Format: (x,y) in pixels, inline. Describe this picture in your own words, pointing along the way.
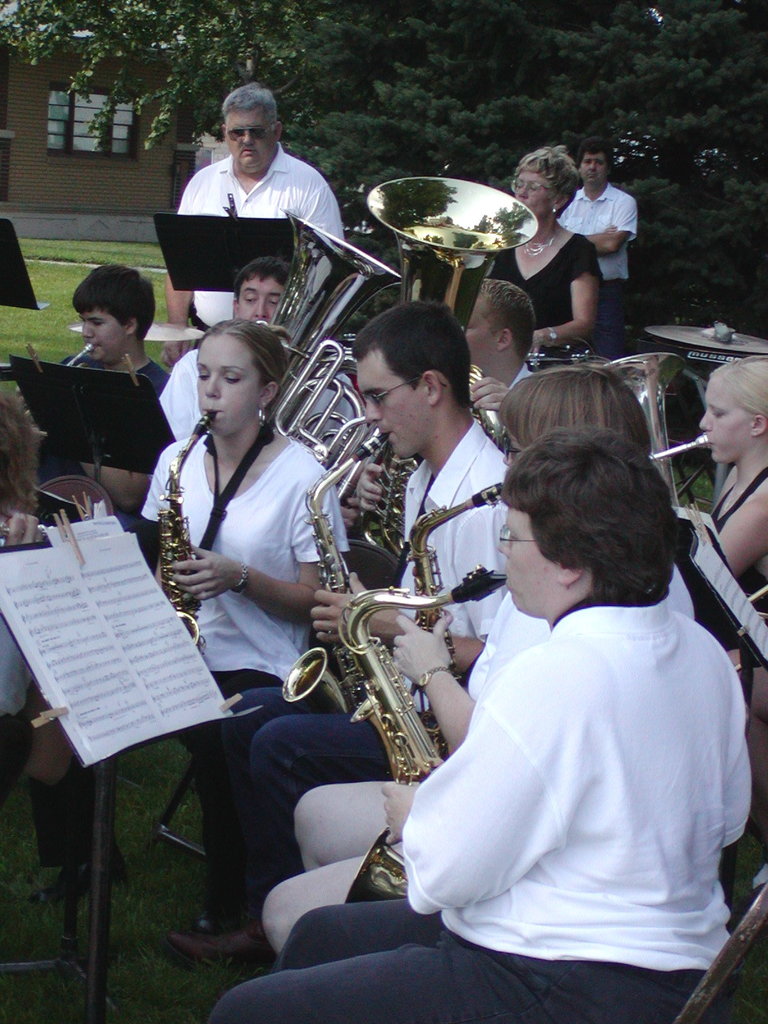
In the image in the center (418,662), we can see a few people (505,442) are standing and few people (412,424) are sitting and they are holding some musical instruments (327,475). In front of them, we can see stands (104,446) and papers (89,554). In the background (648,11) we can see trees (505,186), grass (150,346), one building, window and cymbals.
